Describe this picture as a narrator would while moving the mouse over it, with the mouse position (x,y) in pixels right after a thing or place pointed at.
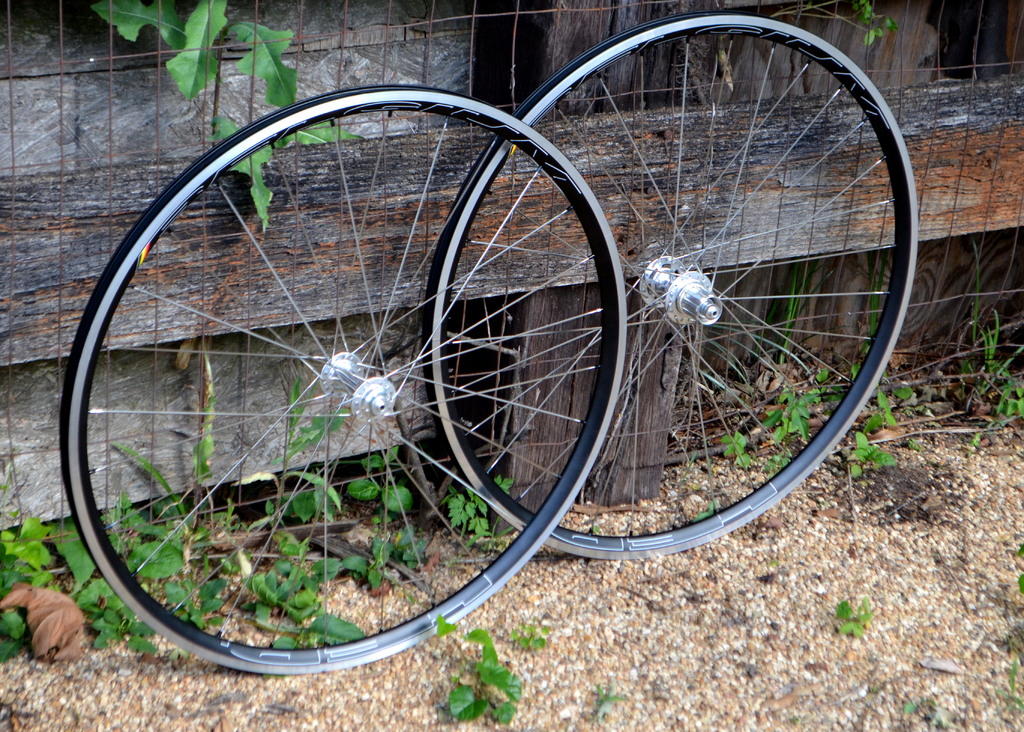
In the image there are two tires (736,270) in front of wooden fence (131,122) on the sandy land (541,672).
